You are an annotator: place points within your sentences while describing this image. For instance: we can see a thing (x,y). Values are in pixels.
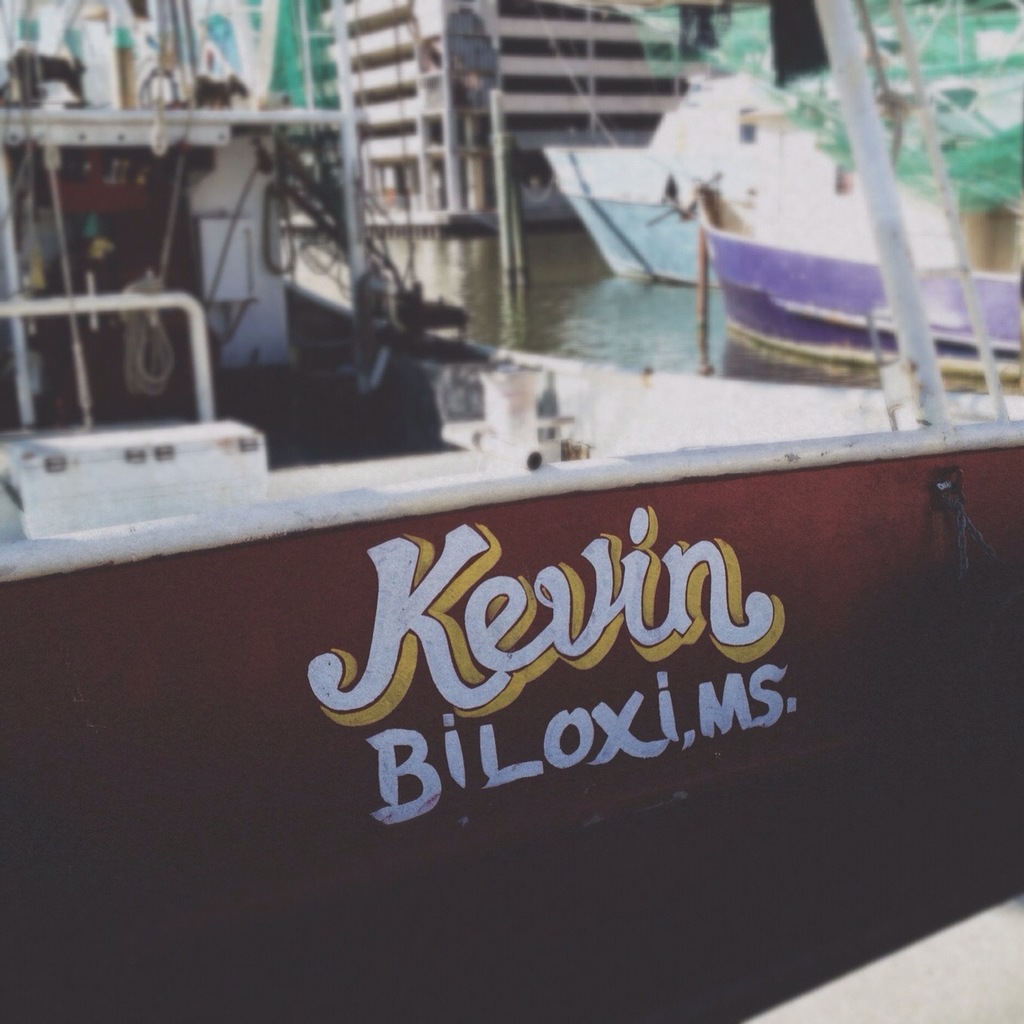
There is a painting (391,594) of the texts (338,699) on the brown color surface (832,527). In the background (629,79), there are boats (731,242) on the water (560,278) and there is a building (518,6).
